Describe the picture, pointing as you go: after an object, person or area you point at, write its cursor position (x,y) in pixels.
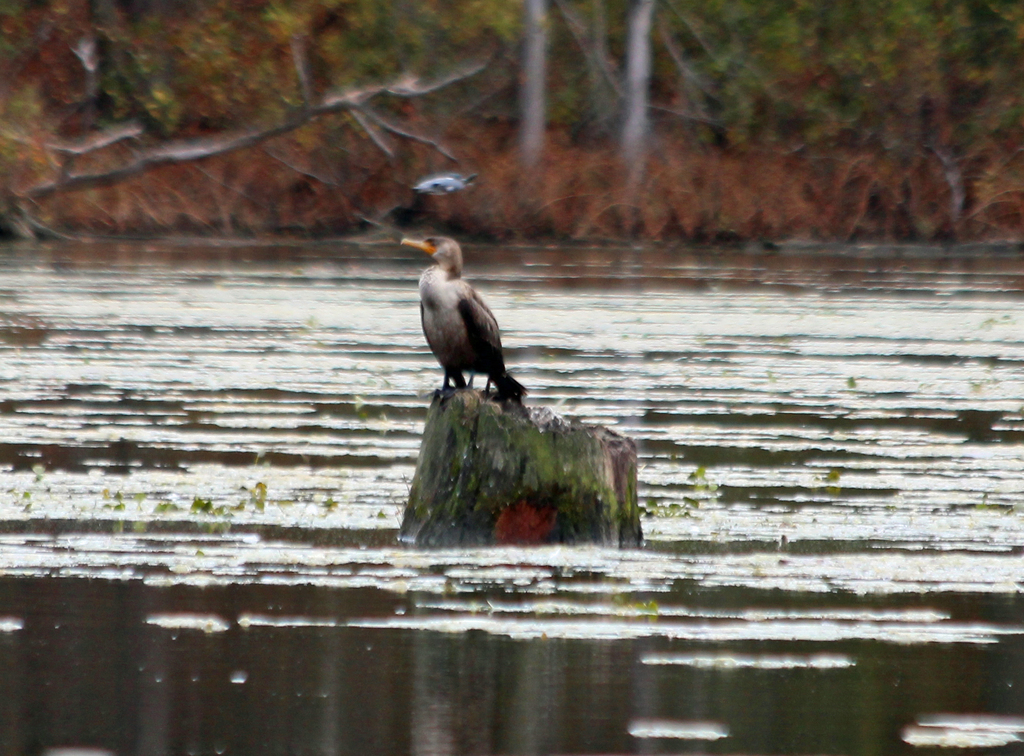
In this picture there is a small bird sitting on the tree trunk (470,516) and around there is a river water (263,355). Behind there is a red color tree leaves (182,187).
